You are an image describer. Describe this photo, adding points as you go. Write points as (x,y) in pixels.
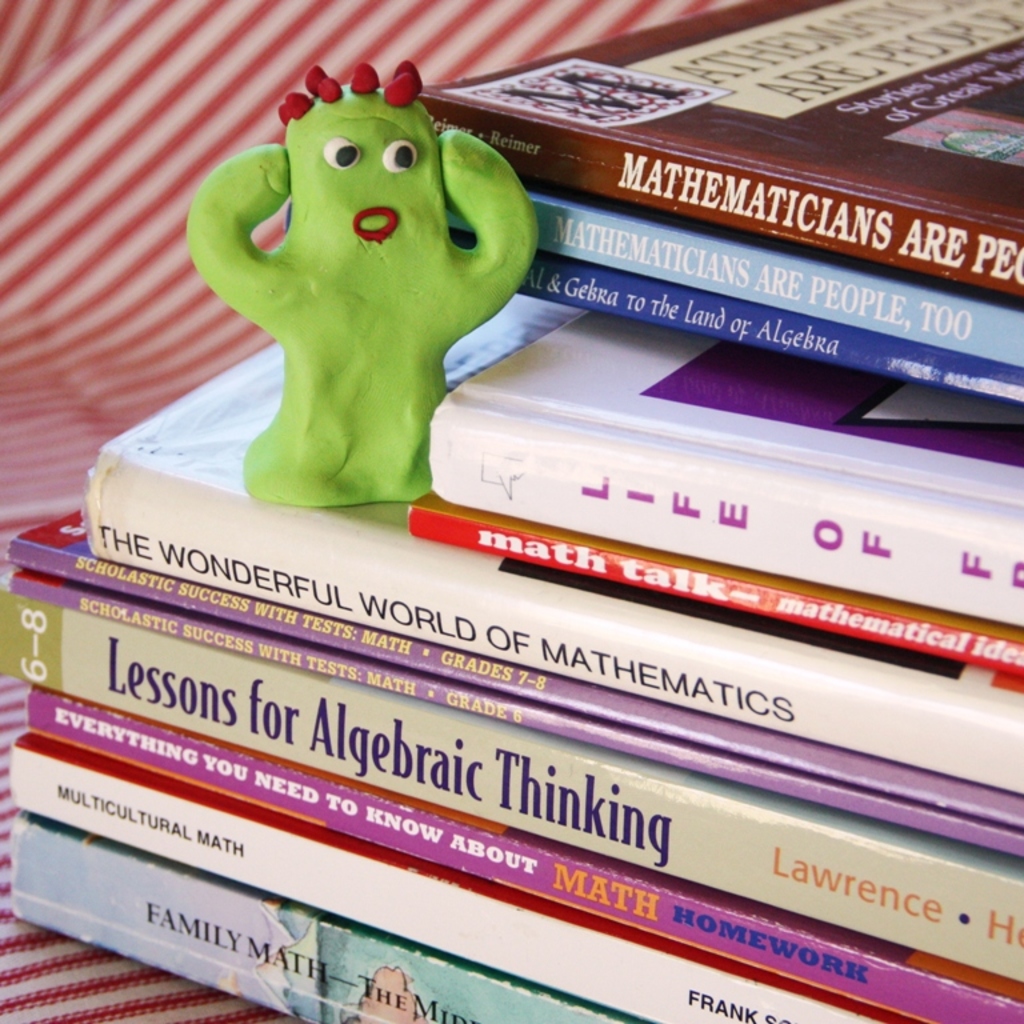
In the picture there is a collection of books (678,569) and on one of the book (207,440) there is a toy (386,325).
